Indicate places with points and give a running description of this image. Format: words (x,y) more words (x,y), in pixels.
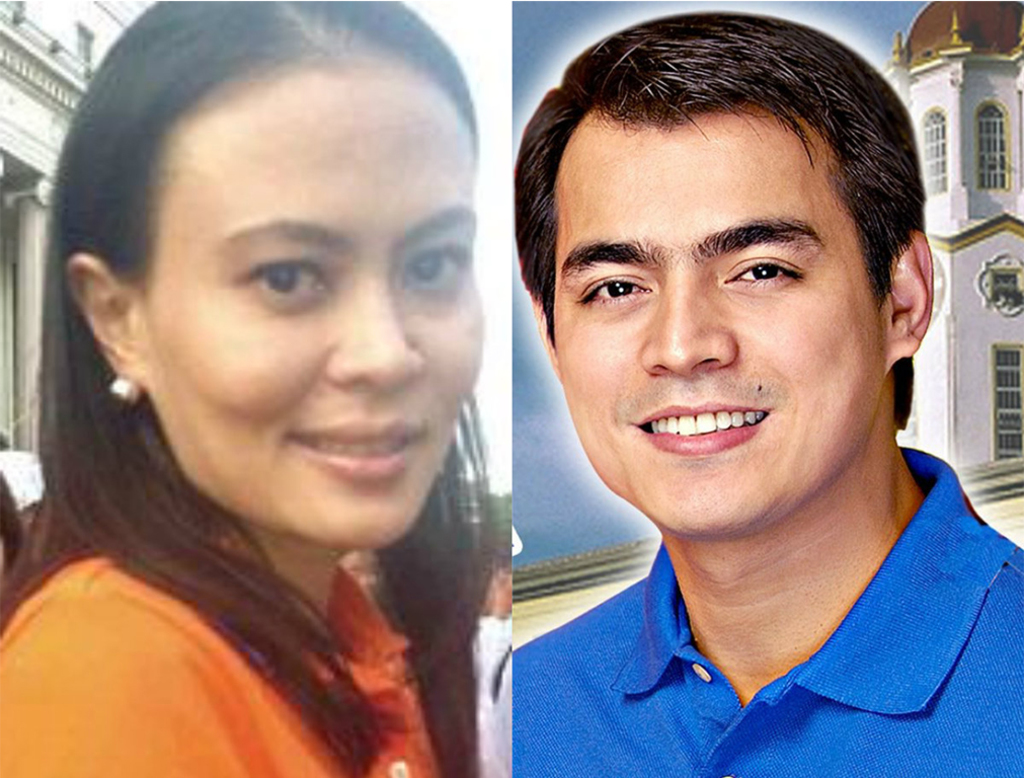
In this image I can see the collage picture and the person (789,664) at right (814,664) is wearing blue color shirt (835,661) and the person (439,625) at left (153,625) is wearing an orange color dress (198,627). Background (972,145) I can see few buildings (964,135) in cream and white color.
